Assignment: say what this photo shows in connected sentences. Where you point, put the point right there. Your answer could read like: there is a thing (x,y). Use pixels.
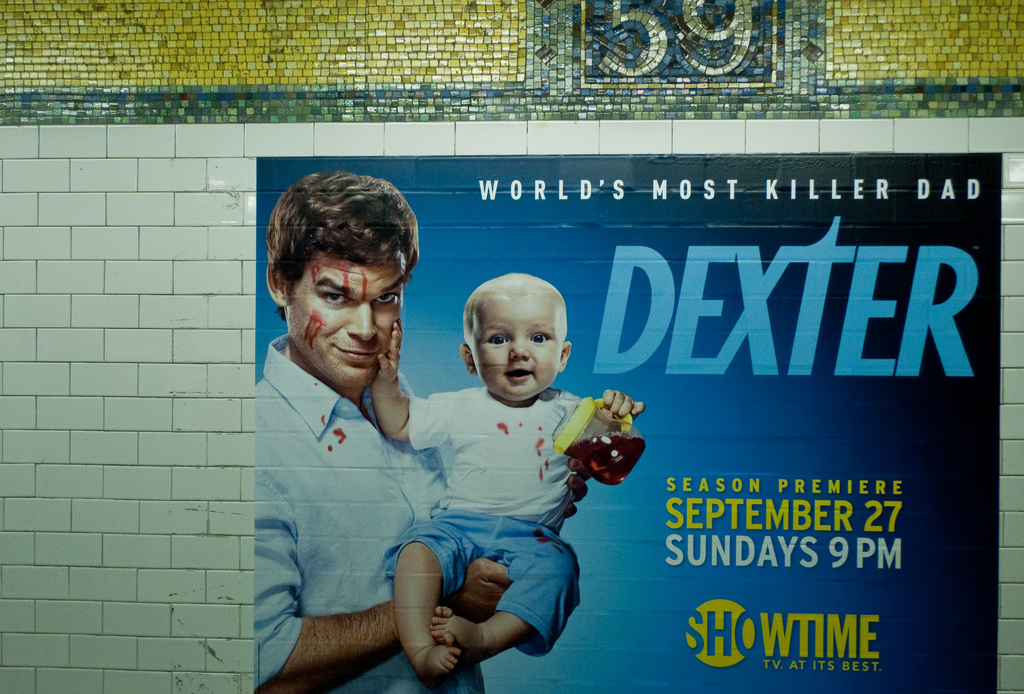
In this picture we can see a painting (442,371) on the wall (234,352), in the painting (337,426) we can see a man (411,446) and a kid (477,439).
